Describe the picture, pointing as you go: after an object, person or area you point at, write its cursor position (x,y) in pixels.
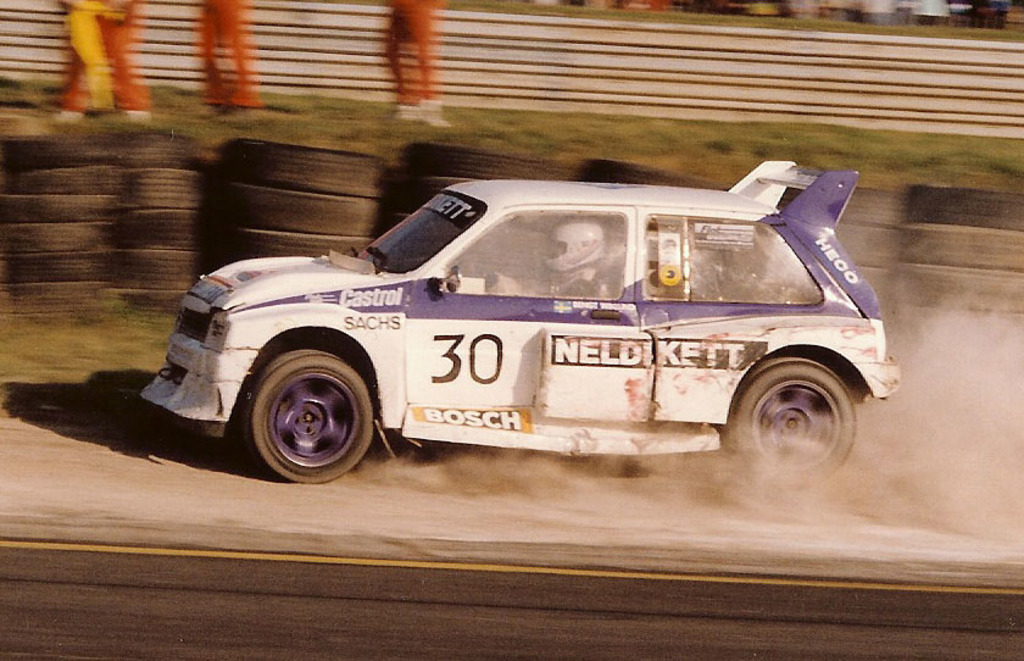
In this image I can see a vehicle (822,232) which is in white and purple color. I can also see a person (567,255) sitting inside the vehicle (626,264). Background (481,120) I can see grass (436,138) in green color.
